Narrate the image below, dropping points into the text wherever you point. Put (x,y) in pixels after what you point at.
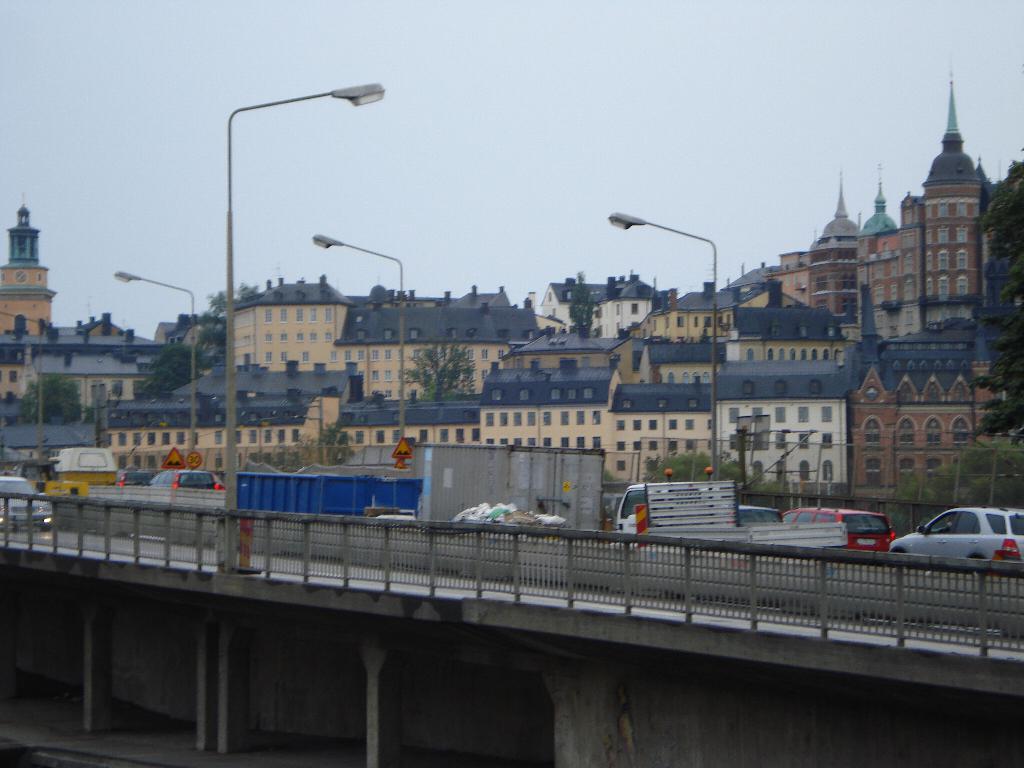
We can see bridge (353,627), fence (448,574), vehicles (1006,530), lights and boards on poles (713,459). In the background (742,391) we can see buildings (249,328), trees (1002,233) and sky (631,121).
